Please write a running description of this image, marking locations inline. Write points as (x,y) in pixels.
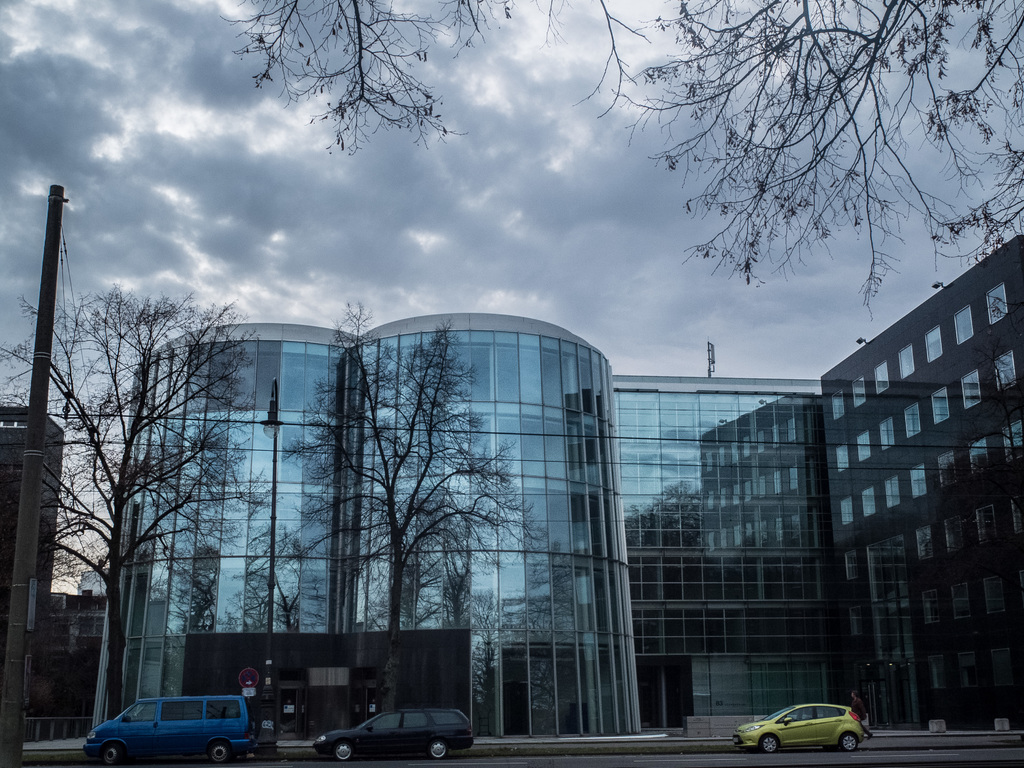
In this image there are buildings (497,552), in front of the buildings (289,523) there are trees (75,555), lamp posts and sign boards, in front of them there are cars (402,732) passing on the road (698,765) and there is a person (857,704) walking.
